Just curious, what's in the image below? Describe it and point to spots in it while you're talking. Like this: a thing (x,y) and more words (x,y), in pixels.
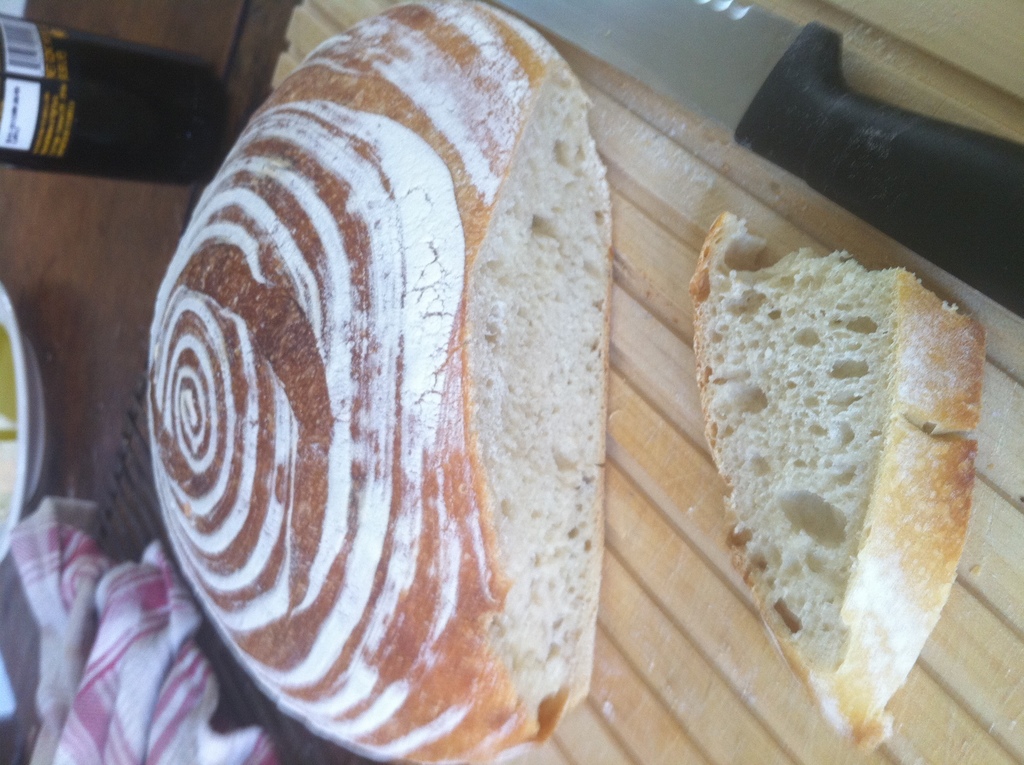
This picture contains a bread (368,409) which is placed on the table (616,458). Beside that, we see a glass bottle (168,129), pink and white cloth (108,630) and a plate (33,383) are placed on the table (65,362).
